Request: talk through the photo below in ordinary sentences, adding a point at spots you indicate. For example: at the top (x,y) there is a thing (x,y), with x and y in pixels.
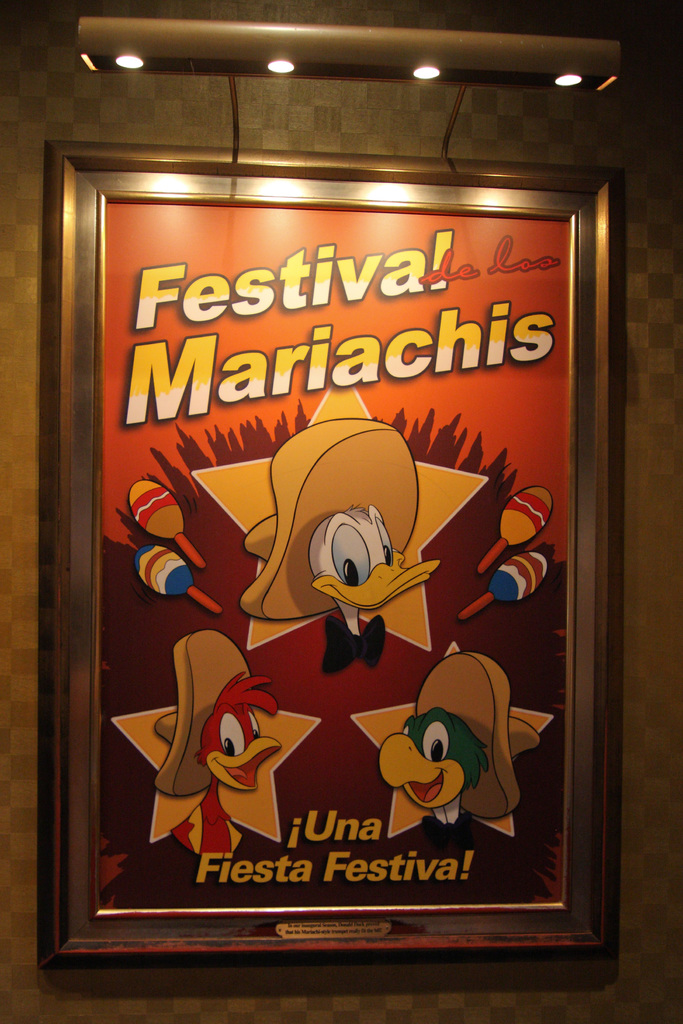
In this image we can see one big frame (458,451) with text (308,251) and images (402,791) attached to the wall (540,126). There are Some lights (438,45) attached to the frame (576,472).
